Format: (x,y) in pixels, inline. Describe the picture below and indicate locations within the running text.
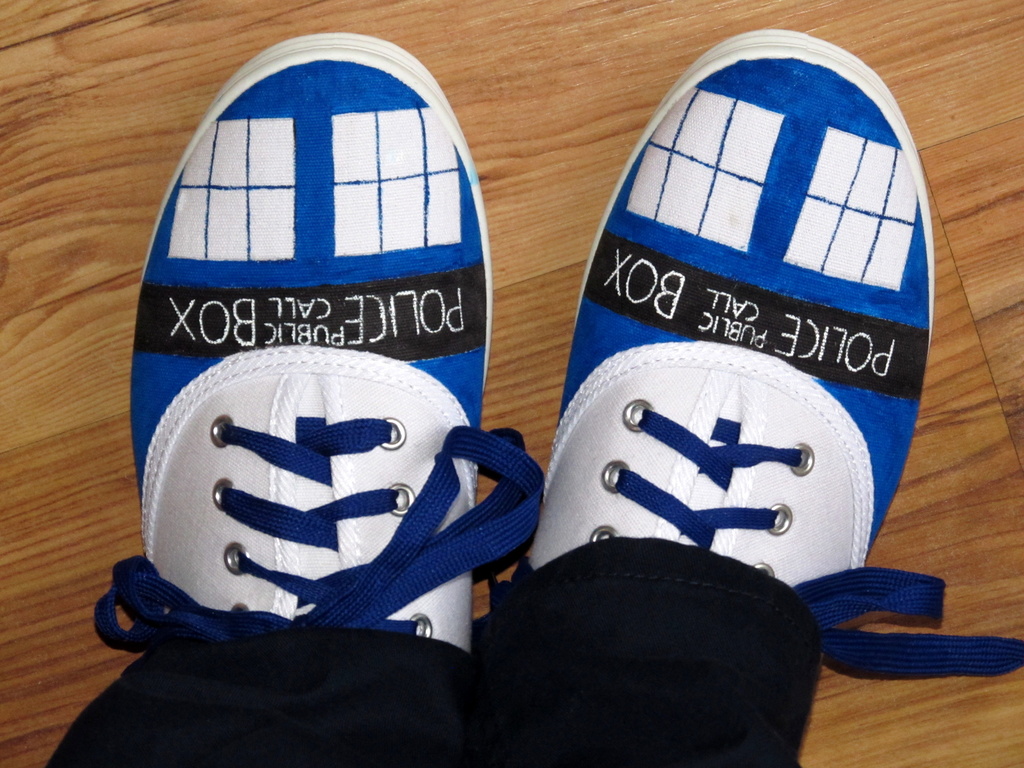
In this image we can see a person's legs (458,710) with shoes (259,166) on the wooden surface (860,676).
